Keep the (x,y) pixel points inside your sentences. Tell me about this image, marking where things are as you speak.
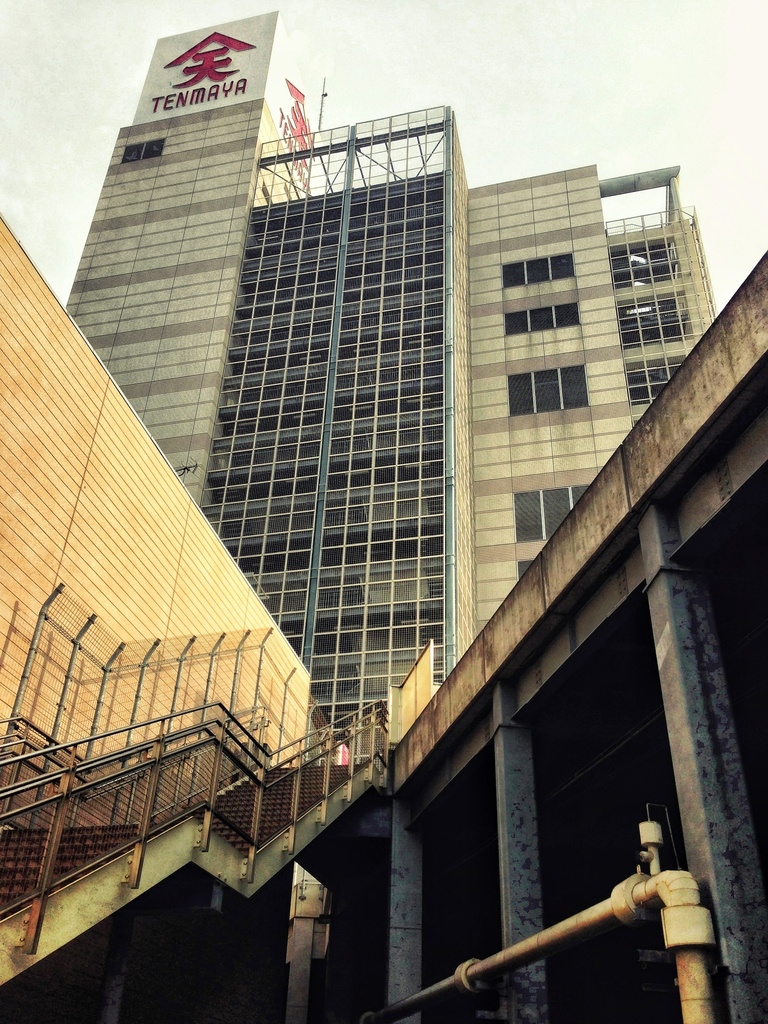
In this image there is a building (419,406), in front of the building (371,429) there are stairs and pillars (748,903). In the background (550,128) there is the sky (668,150).
